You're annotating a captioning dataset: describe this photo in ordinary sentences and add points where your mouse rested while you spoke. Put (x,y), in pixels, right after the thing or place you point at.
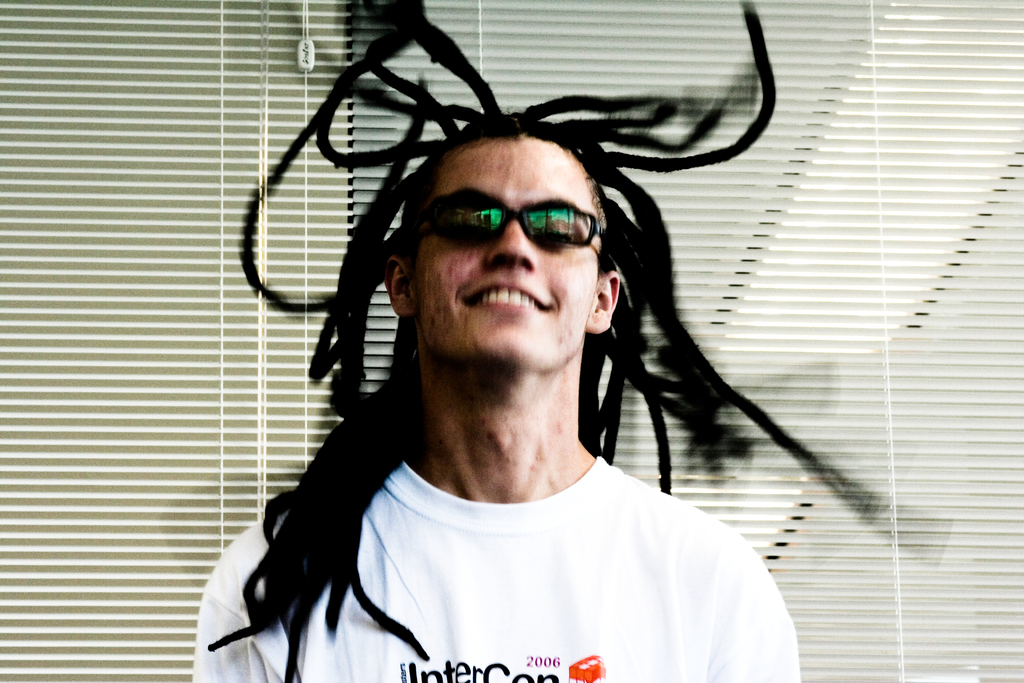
In this image we can see a man (502,491) and he is smiling. In the background (263,421) we can see blinds (874,316).
